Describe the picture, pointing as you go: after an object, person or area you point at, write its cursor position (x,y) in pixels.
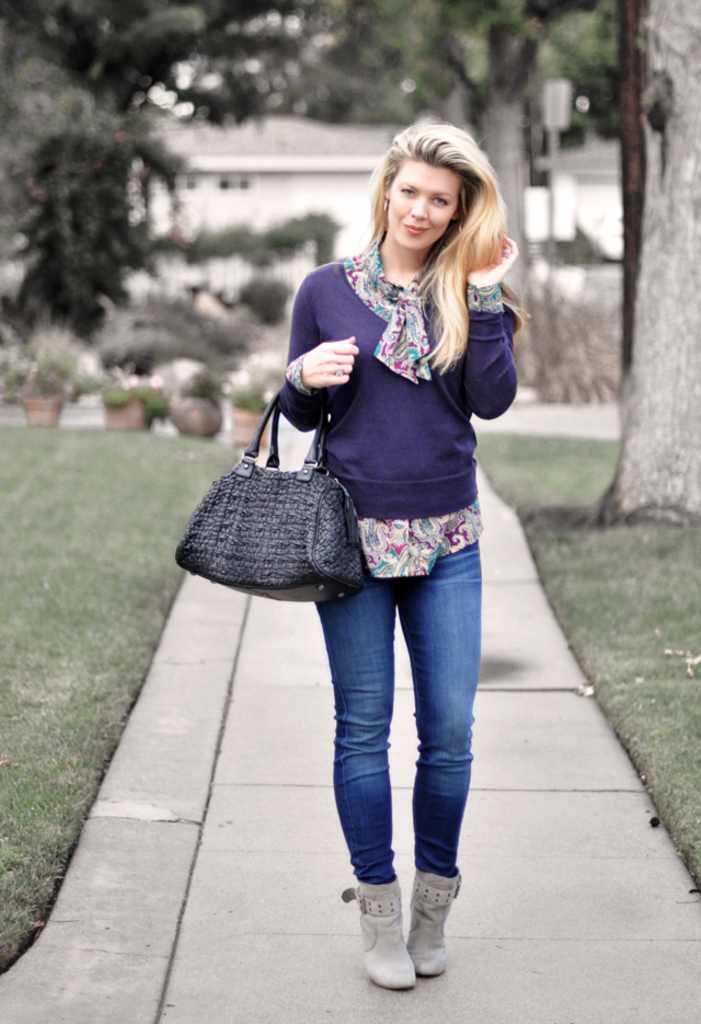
This image is taken in outdoors. In the left side of the image (49,555) there is a grass (50,596) and a pots (40,423) with the small plants (51,376). In the right side of the image (657,465) there is a tree (613,487) and at the background (282,159) there is a house (263,161) with wall (255,187) and window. In the middle of the image (443,656) there is a pavement (235,850) and a woman (414,608) wearing a sweater (408,438) and a jeans (449,650), boots (425,954), hand bag (273,530) with long hair (461,309).
